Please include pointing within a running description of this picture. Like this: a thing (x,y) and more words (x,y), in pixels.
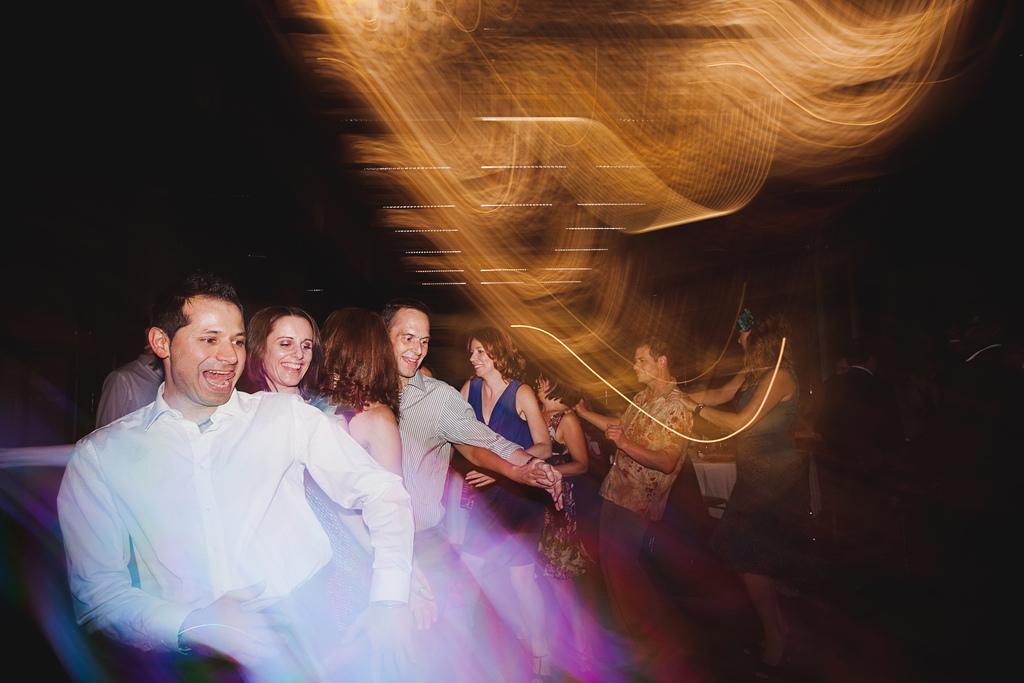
In this image we can see few people (517,432) dancing and a dark background (962,217).
